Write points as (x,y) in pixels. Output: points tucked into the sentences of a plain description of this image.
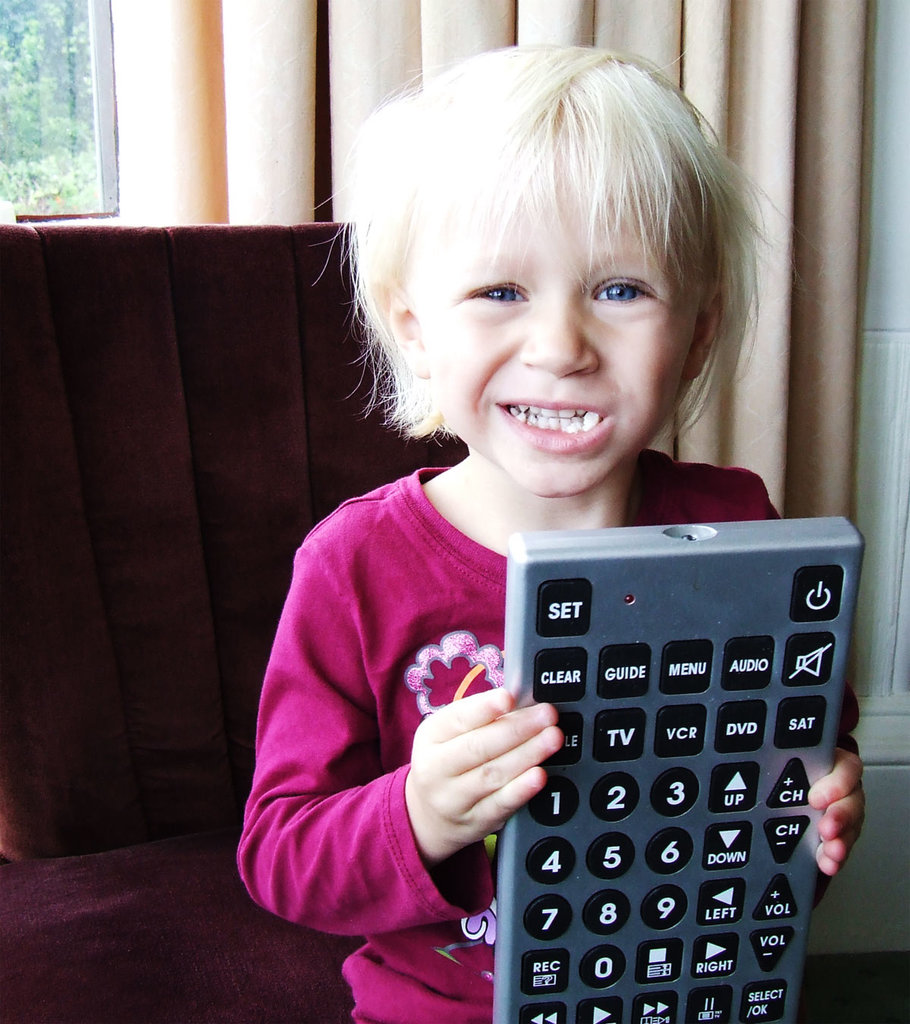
As we can see in the image there is sofa (168,487), remote (514,680), a boy (514,523) standing over here, window (84,176) and wall (904,291). Outside the window (56,110) there are trees (56,138).
